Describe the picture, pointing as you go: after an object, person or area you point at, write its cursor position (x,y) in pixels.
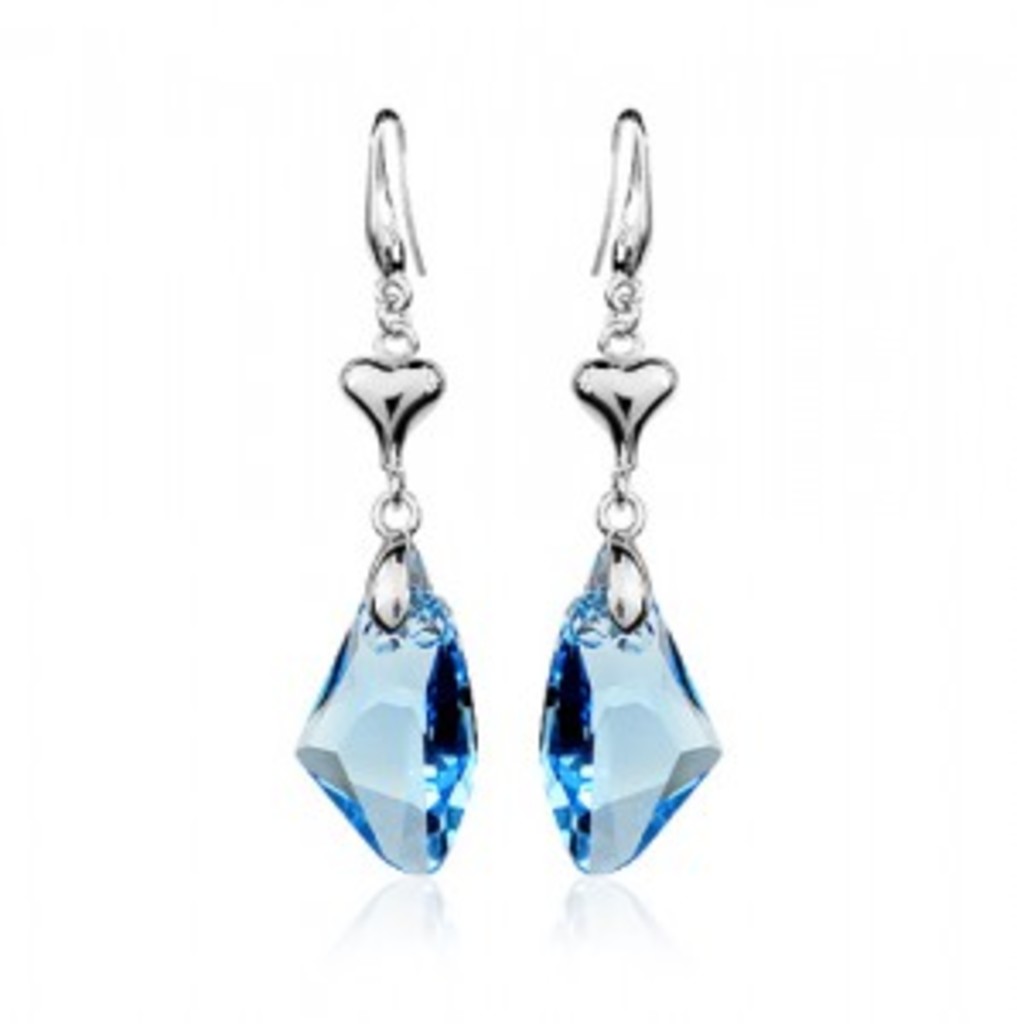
In the center of the image (401,599) we can see earrings (433,669).
